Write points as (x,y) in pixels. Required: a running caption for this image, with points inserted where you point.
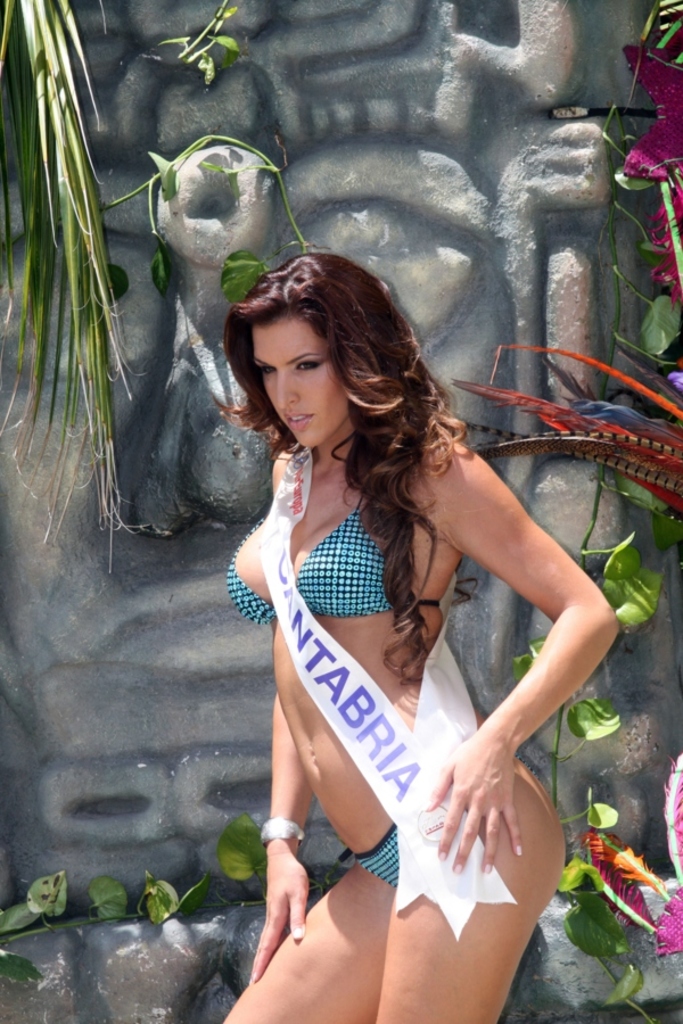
In the picture I can see a woman (308,427) and she is wearing a bikini (367,578). I can see the green leaves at the bottom of the picture (595,871). In the background (443,265), I can see the sculpture design (367,56) on the wall (252,36).
